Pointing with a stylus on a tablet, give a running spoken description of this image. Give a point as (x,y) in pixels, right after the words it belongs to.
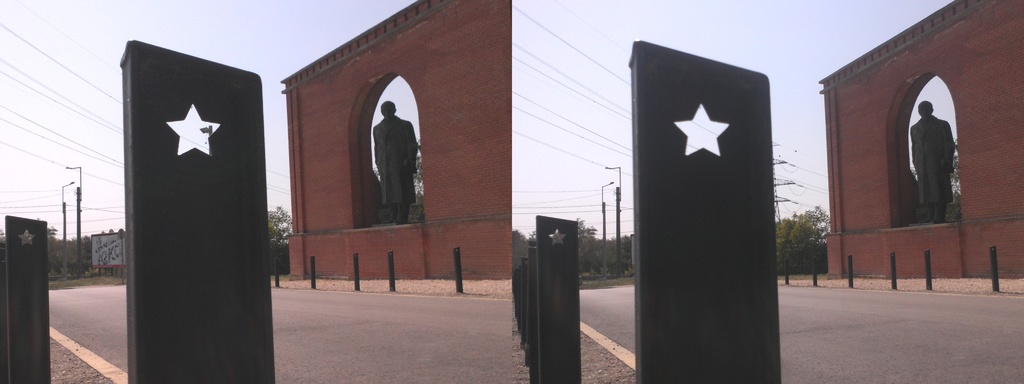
This is a collage picture. In this image we can see collage picture of statue (406,173), trees (795,217), wires (791,164) and sky (748,33).
